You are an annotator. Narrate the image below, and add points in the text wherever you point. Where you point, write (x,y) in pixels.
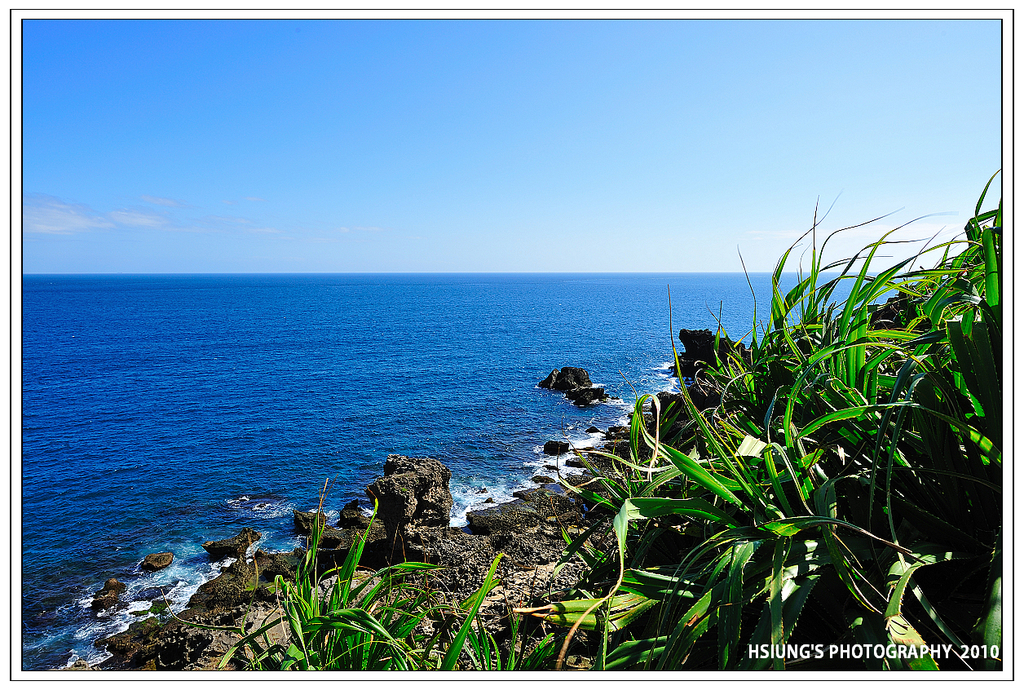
In the foreground of this image (420,482), there is a sea (359,333), rocks (406,512), plants (881,469) and the sky (482,102).
